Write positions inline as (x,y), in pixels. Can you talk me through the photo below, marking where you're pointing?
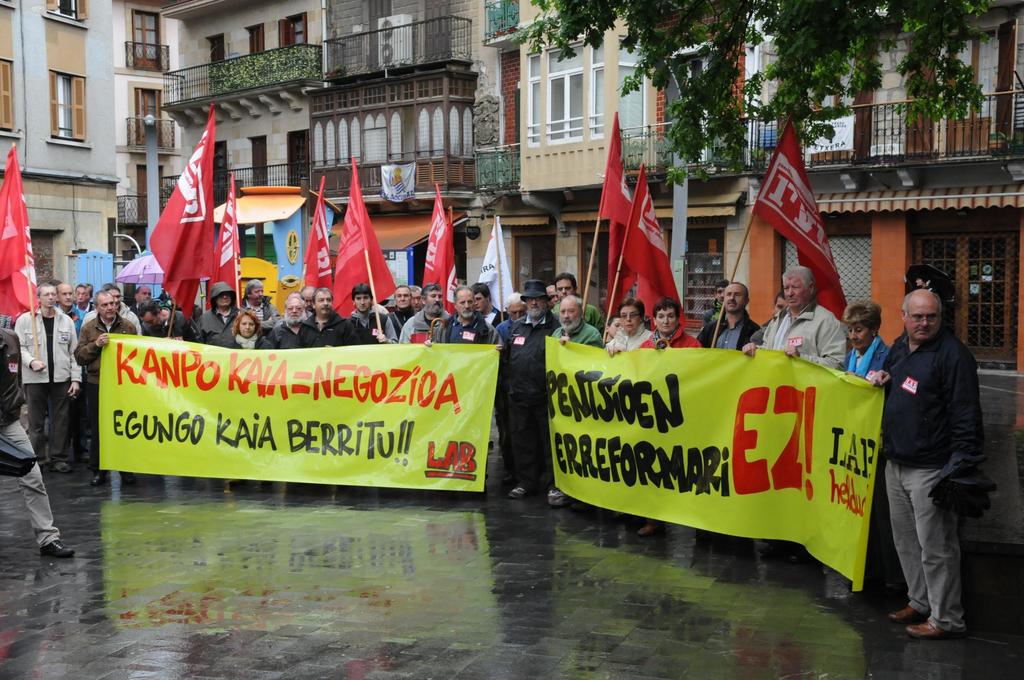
In this image we can see a group of people (494,330) standing on the ground (632,626) holding banners (393,406) with text (563,405) and some flags (336,274). In the background (940,196), we can see a tree (646,9), group of buildings (550,199) with windows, railings (410,63), air conditioner (403,38) and some light poles (153,204).
